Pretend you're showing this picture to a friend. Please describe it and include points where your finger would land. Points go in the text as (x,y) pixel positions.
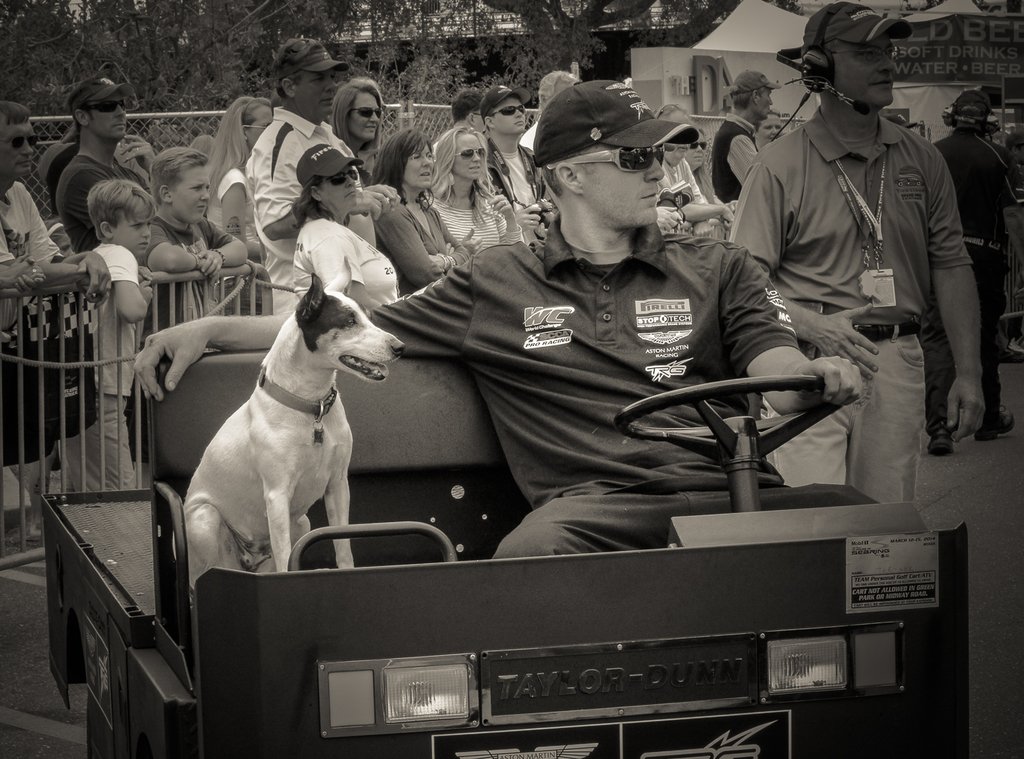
In this picture I can see there is a man (651,183) and a dog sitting in a car (559,691). He is wearing a cap (592,124) and glasses (578,159) and is looking at the right side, there are few other people (290,198) standing in the backdrop (876,54) and there is a fence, there are trees (403,46).
